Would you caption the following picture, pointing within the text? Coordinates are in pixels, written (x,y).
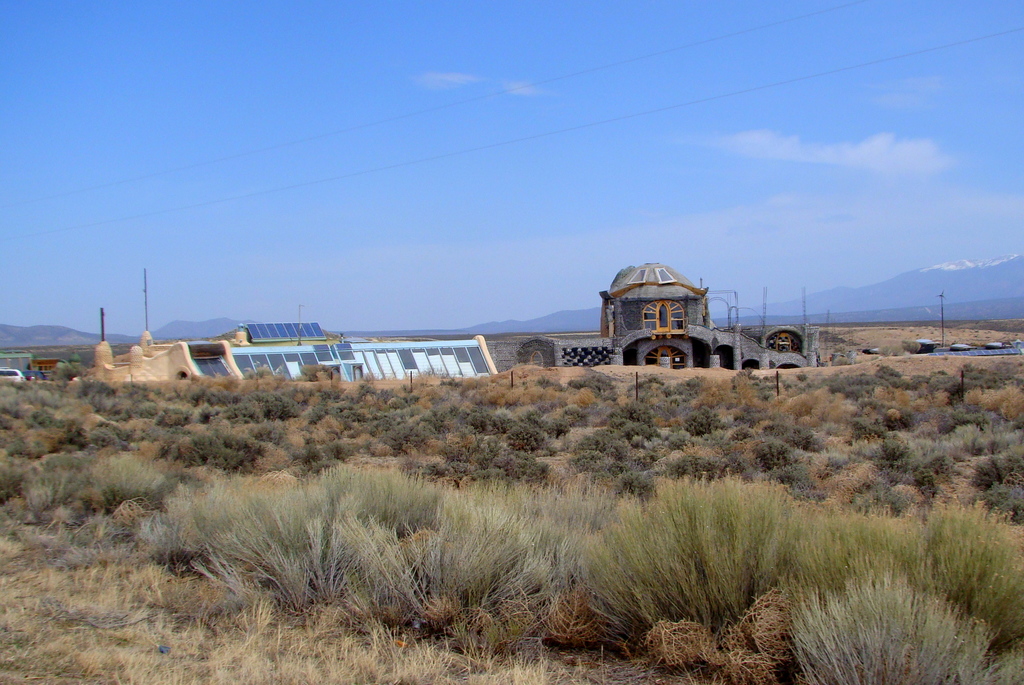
In this picture we can see a few houses (128,370) surrounded by mountains (940,289) and bushes (676,614). Here the sky (34,210) is blue.
